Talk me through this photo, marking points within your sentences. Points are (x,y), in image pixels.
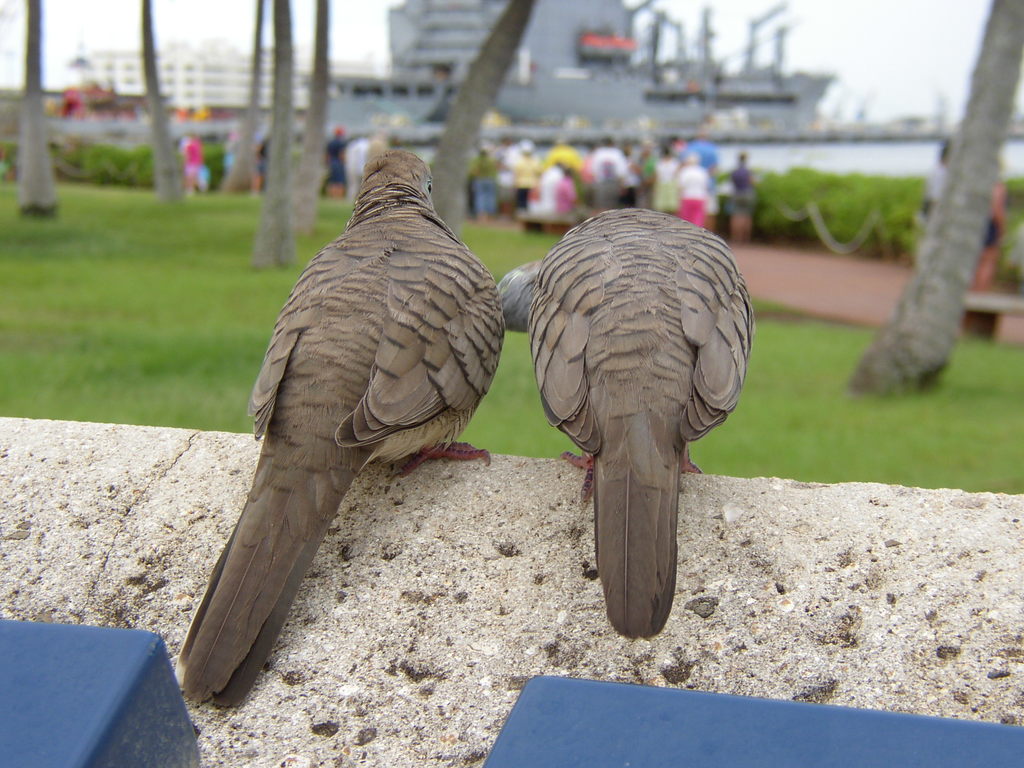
In this image I see 2 birds (527,309) which are of light brown in color and these 2 birds (470,315) are on this thing (487,563) and I see the blue color things (169,755) over here. In the background (173,361) I see the grass (3,364), plants (1009,252) and I see number of people (631,158). I can also see the trees (979,114) and I see buildings (203,57) over here and I see a boat (424,40) and I see that it is blurred in the background (869,40) and I see the sky (868,82).
